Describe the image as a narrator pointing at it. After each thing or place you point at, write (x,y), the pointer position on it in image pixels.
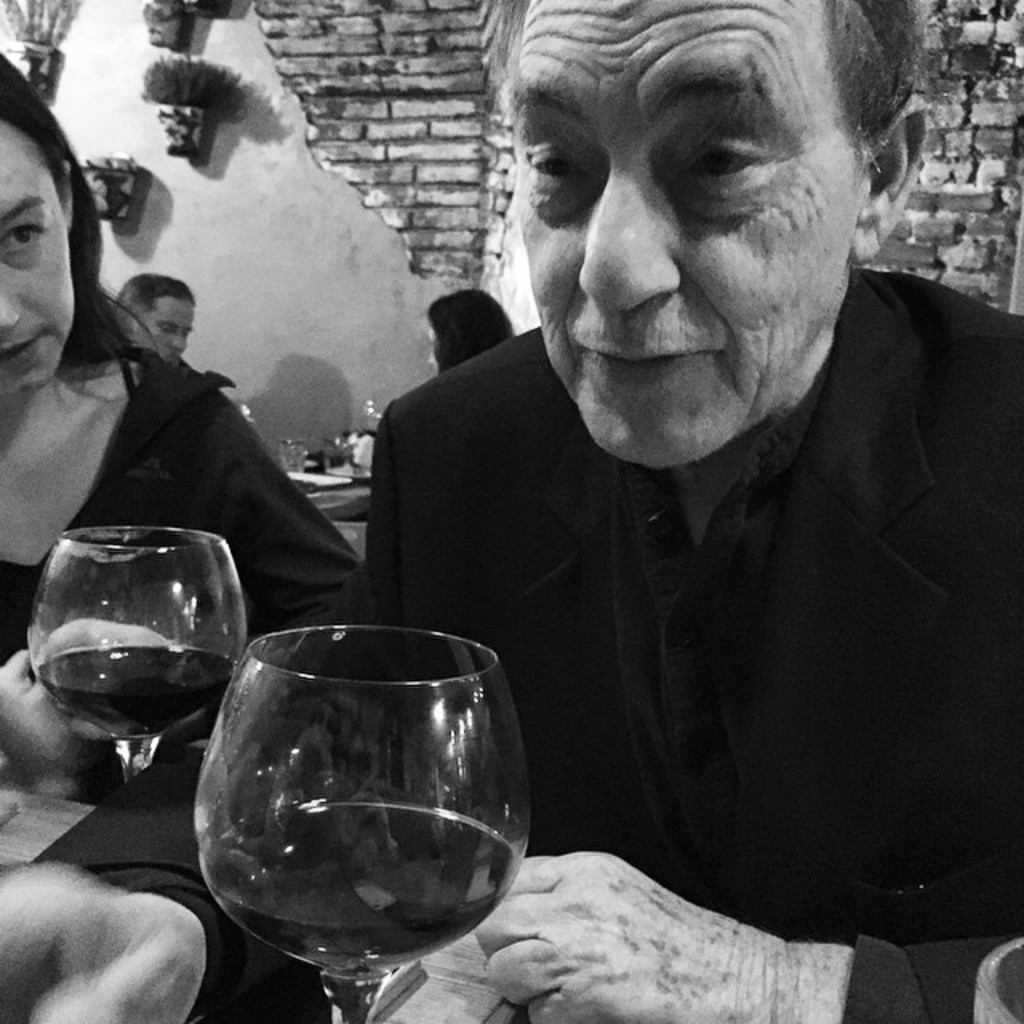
In this image there is a man (886,10) and woman (102,764) holding a wine glass (369,763) and at the back ground (165,90) there are some show plants (178,84) attached to the wall (152,122), 2 persons (166,341) sitting near the table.
